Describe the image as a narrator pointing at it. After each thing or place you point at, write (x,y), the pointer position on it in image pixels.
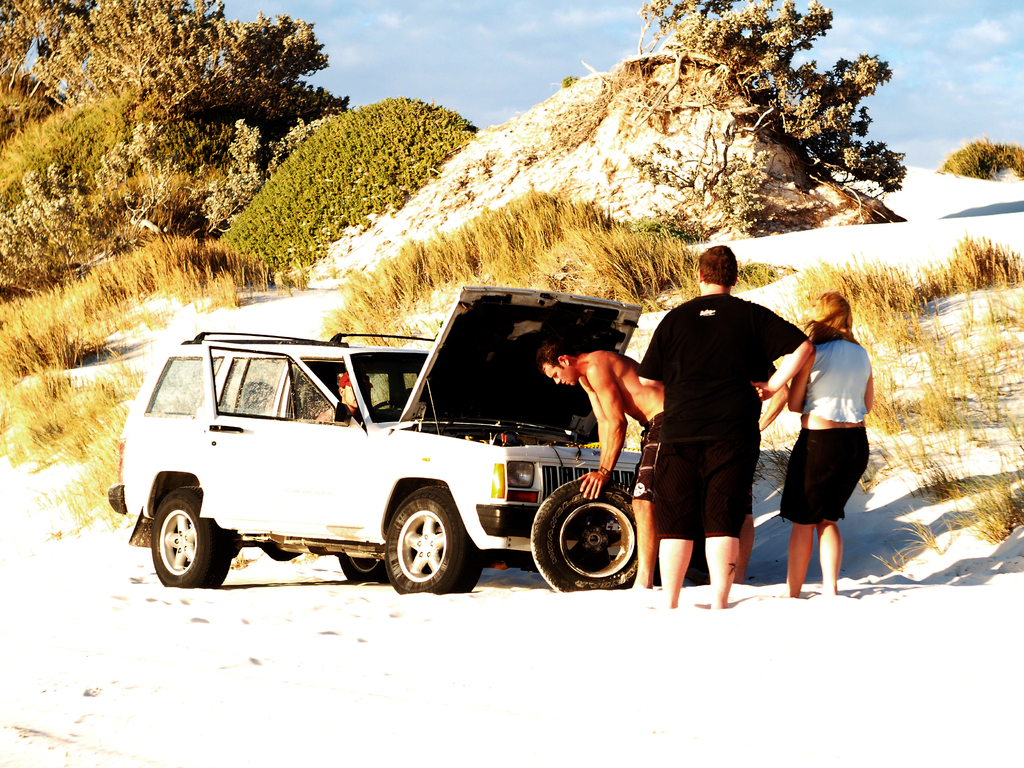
In this image, In the middle (377,508) there is a car (267,471) which is in white color, There are some people (737,412) standing in front of the car (151,413), There are some green color plants (325,167) and trees (295,118), There are some mountains (953,232) which are in white color, There is a sky (933,105) in blue color.
